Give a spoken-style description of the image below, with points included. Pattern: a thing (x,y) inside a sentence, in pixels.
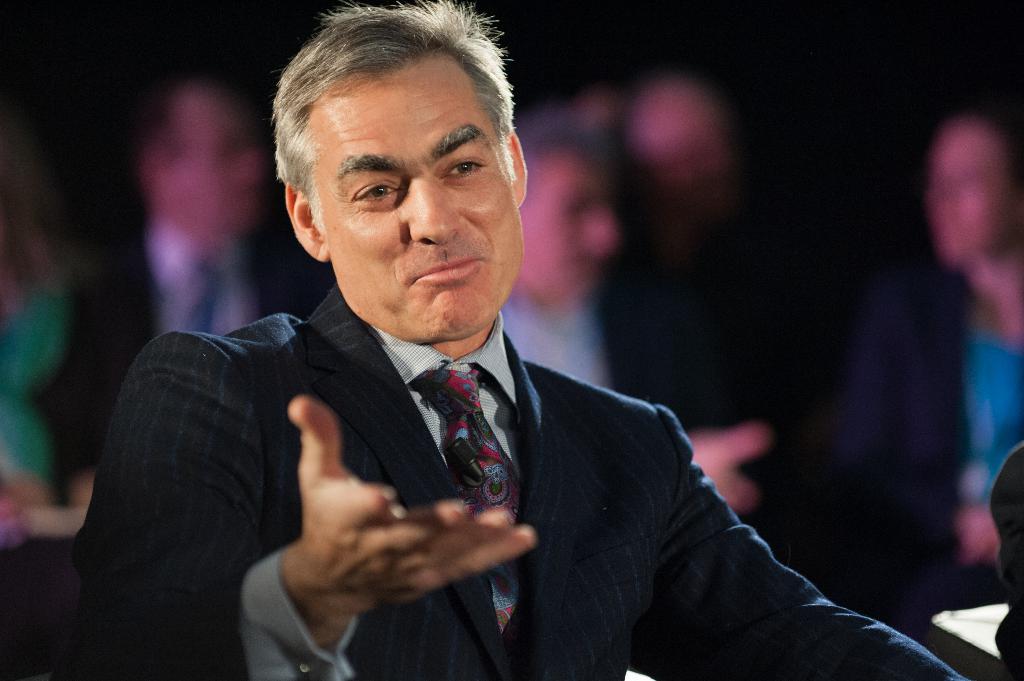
In the image we can see there is a man (471,306) sitting and he is wearing formal suit (601,538). Behind there are other people (698,282) sitting and background of the image (974,406) is blurred.
